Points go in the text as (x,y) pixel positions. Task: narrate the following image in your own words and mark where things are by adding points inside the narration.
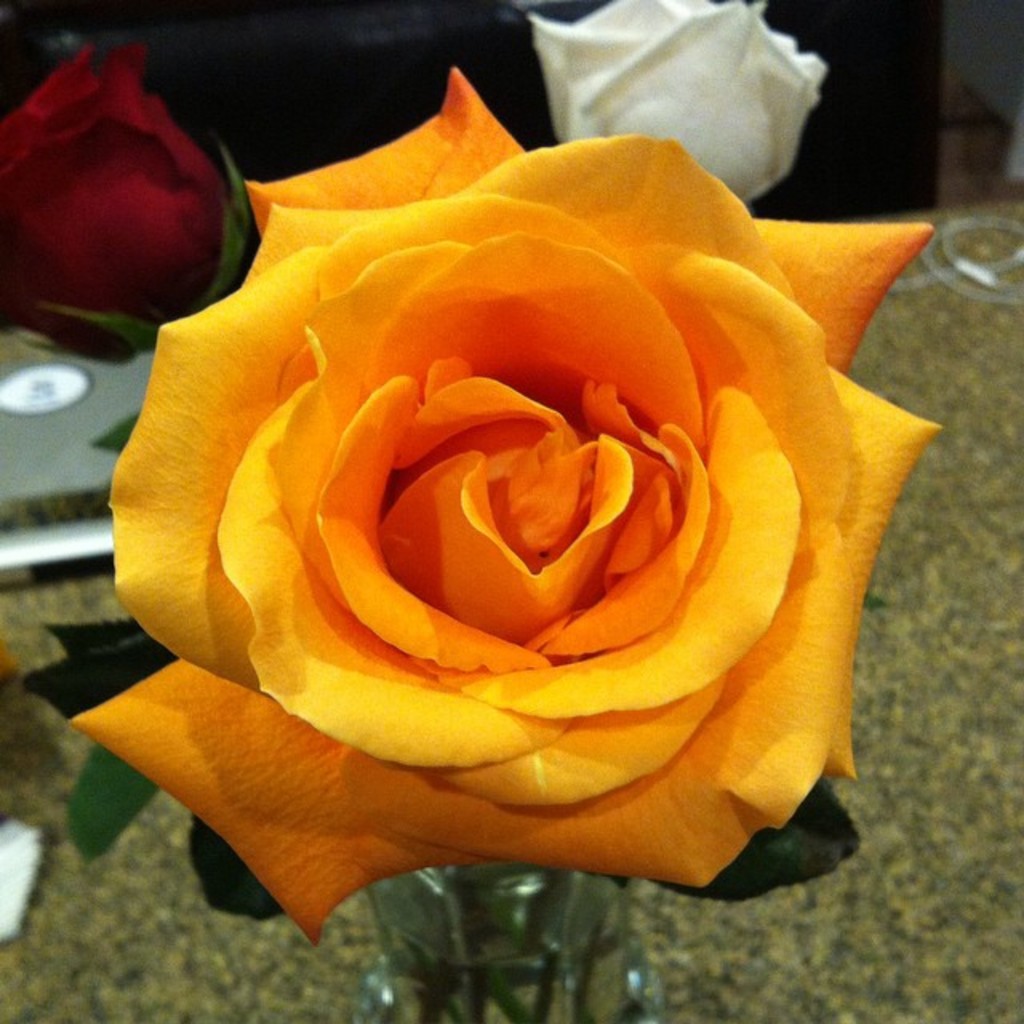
In this image we can see roses (415,302) placed in the flower vase (502,947). At the bottom (334,1023) there is a table (665,952) and we can see an object (88,500) placed on the table (62,903).
